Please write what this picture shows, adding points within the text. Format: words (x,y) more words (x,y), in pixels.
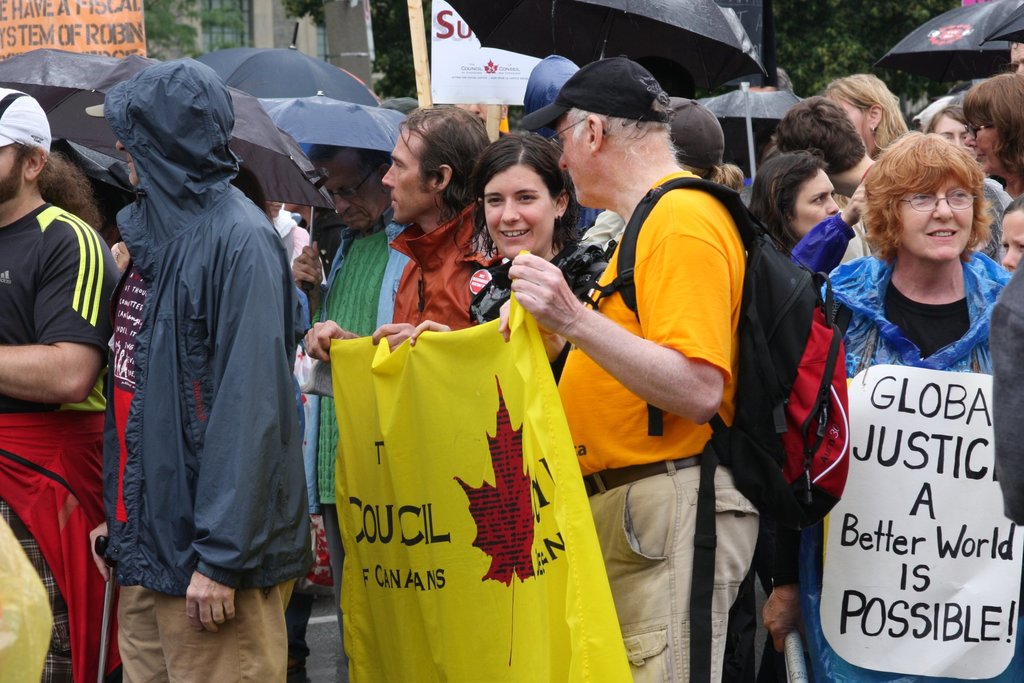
In the image there are many people (187,250) in raincoats (991,365) and umbrellas (573,15) holding banners (577,527), this seems to be a rally, in the back (834,74) there are trees (203,26) and buildings (212,29).
